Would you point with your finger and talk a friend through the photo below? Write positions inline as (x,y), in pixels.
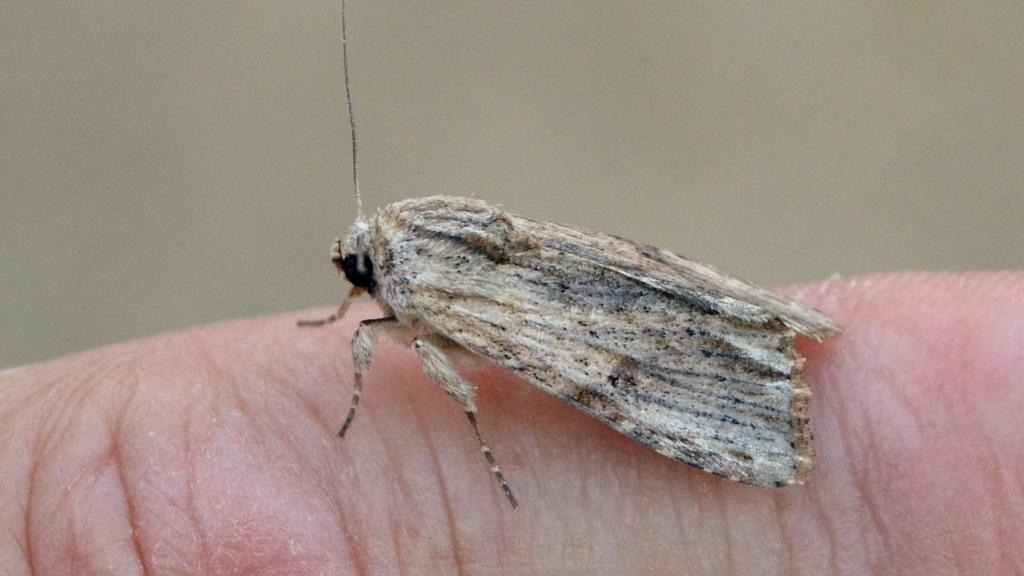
In this image we can see a moth (577,256) on the person (349,376).
